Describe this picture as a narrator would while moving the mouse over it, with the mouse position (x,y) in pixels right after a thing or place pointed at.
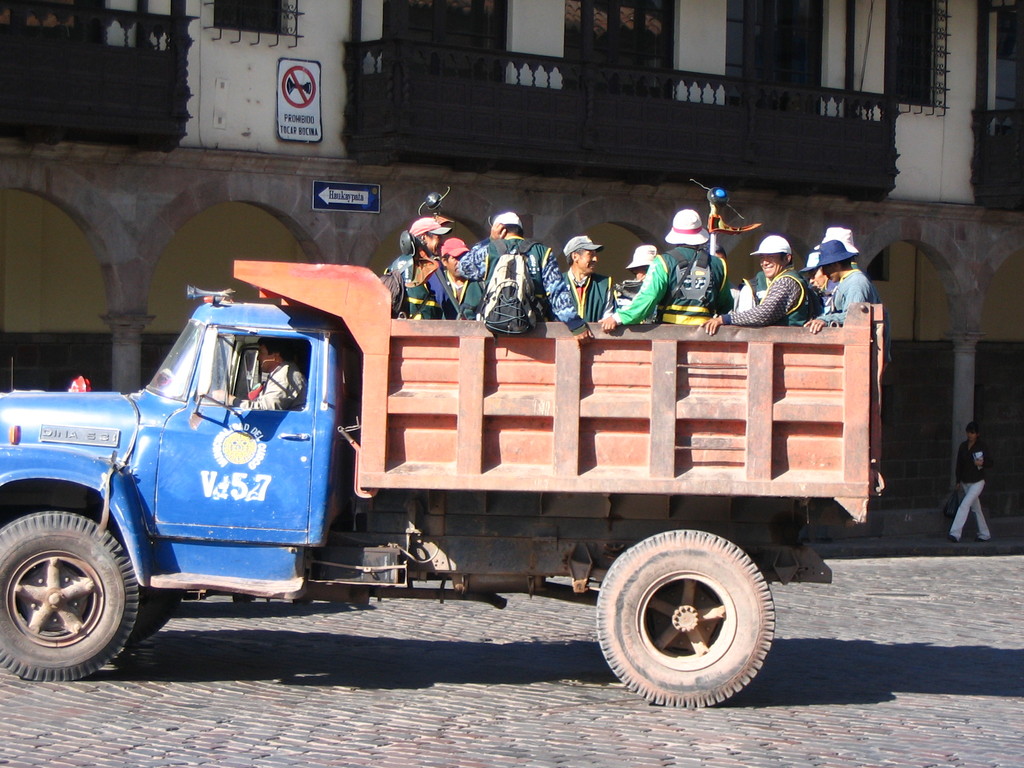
In this image we can see a few people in the vehicle (505,425), in the background (443,60), we can see a building (447,167), there are windows (668,6), grills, boards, pillars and doors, also we can see a person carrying bag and walking on the road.
